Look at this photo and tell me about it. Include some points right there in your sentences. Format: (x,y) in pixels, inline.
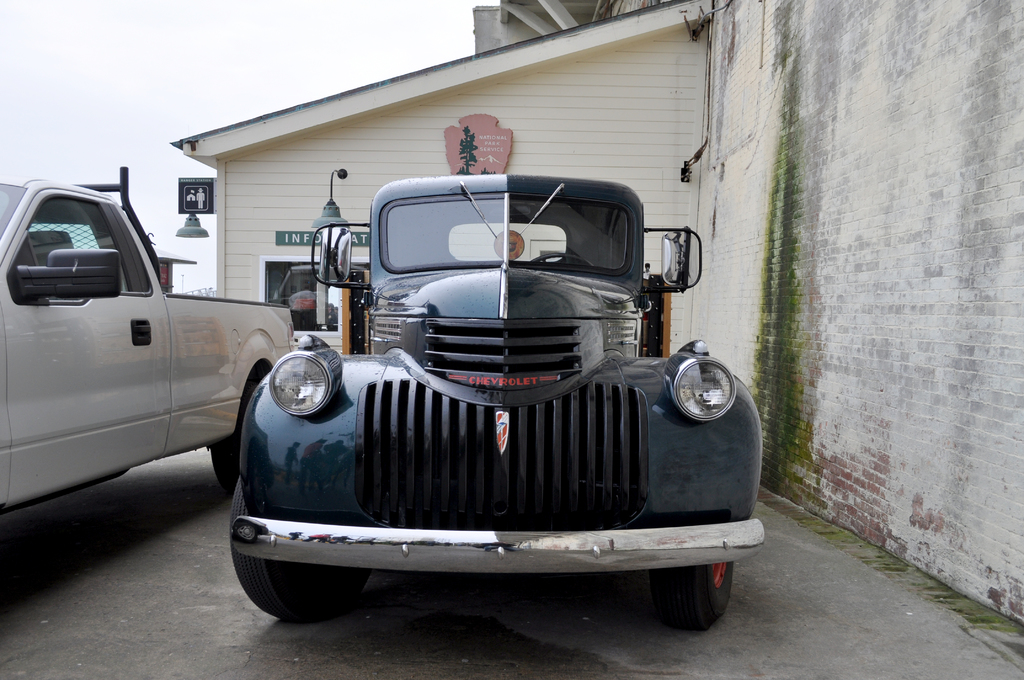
In this picture we can see few vehicles (455,238) on the path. There are some boards (201,182) on a house (219,283). We can see some green algae (784,221) on the wall (801,370).
